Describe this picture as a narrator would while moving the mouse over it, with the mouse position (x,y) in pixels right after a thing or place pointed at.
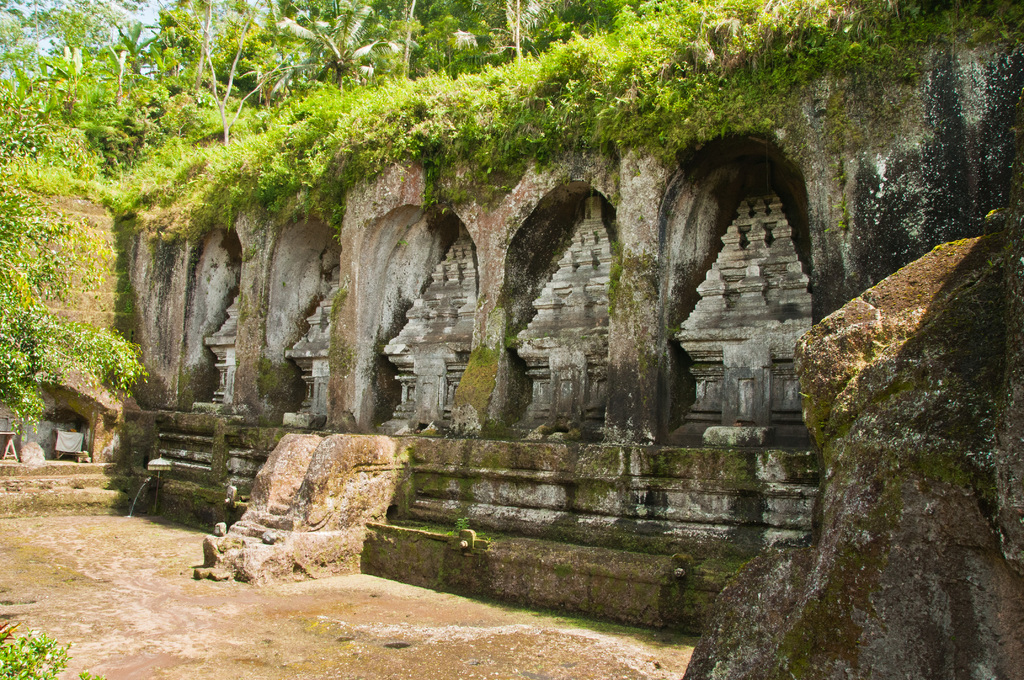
In this image we can see a monument (540,363). We can also see a group of plants (216,213), trees (180,12), the rock (231,217) and the sky (156,22).
